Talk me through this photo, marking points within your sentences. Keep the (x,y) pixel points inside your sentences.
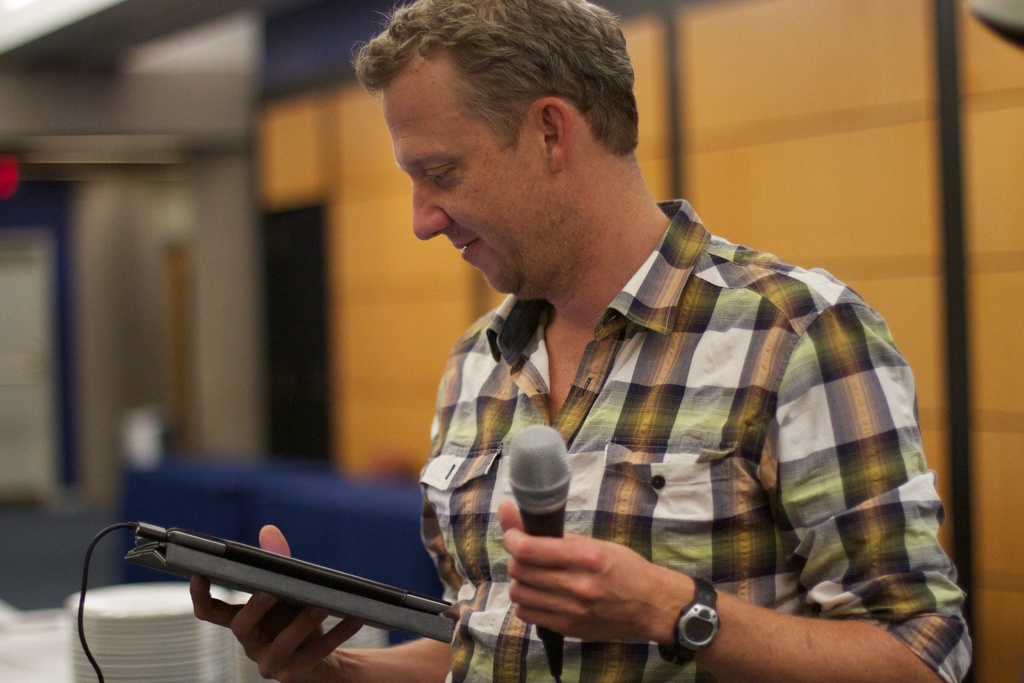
In this image there is a person (631,443) wearing checked shirt (565,415) holding microphone (516,482) on his left hand (534,577) and some electronic gadget (291,582) on right hand (235,609).
